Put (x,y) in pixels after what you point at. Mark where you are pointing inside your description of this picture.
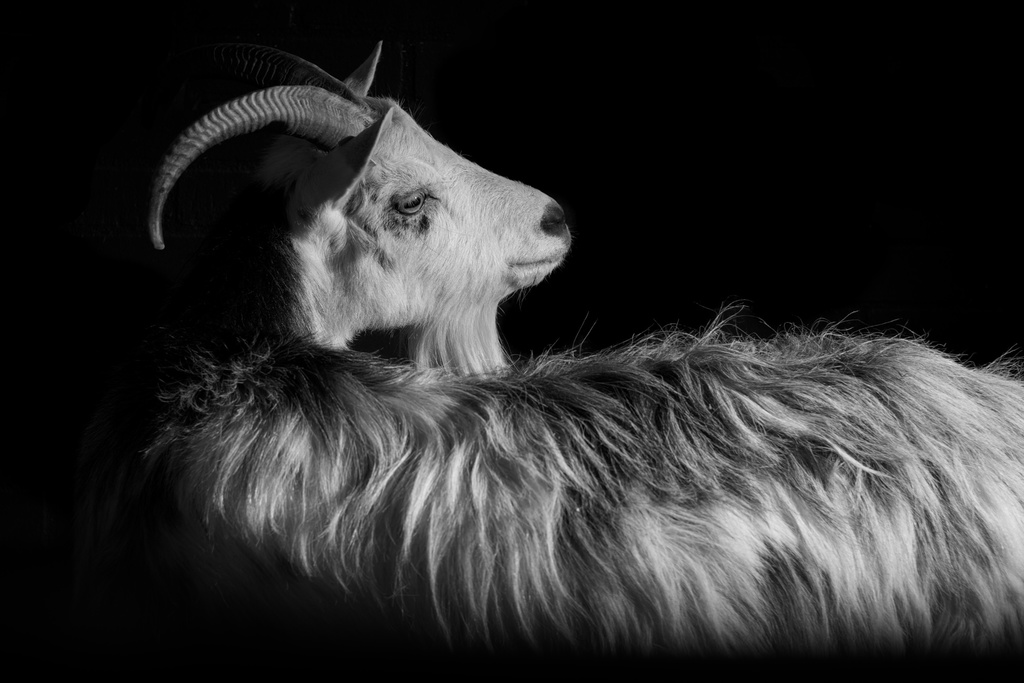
In this picture I can see a white color goat (605,411) and I can see dark background (28,127).
